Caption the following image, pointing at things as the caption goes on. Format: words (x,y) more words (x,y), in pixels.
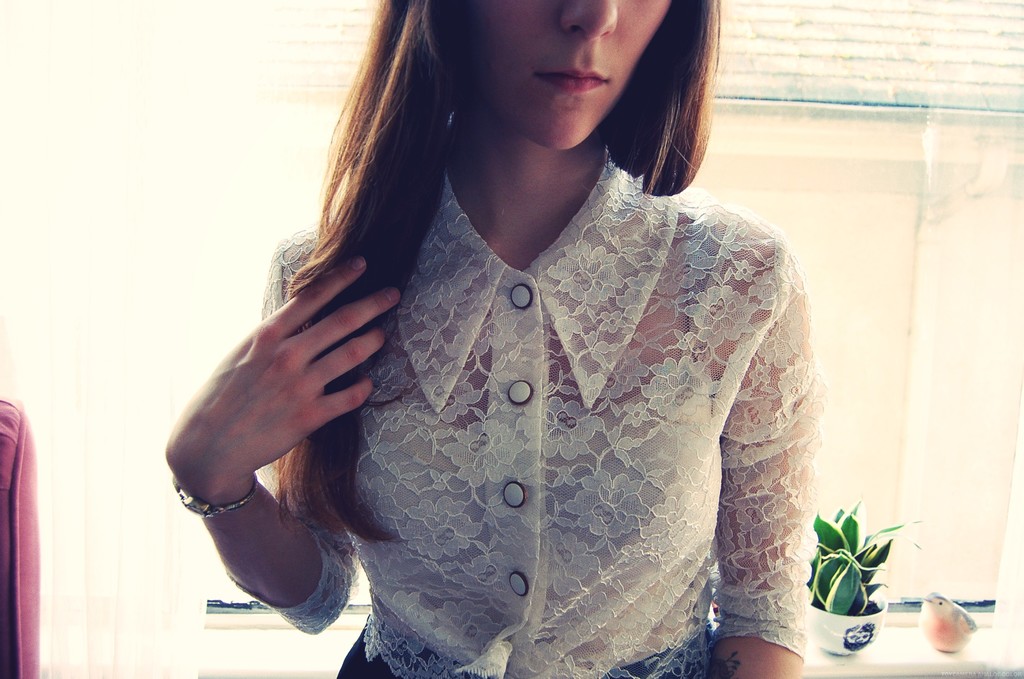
In this image there is a lady (493,449) wearing white top (583,572). In the background (821,616) there is potted plant (866,593), statue (954,625). This is a window (845,204). These are the curtains (104,539).
